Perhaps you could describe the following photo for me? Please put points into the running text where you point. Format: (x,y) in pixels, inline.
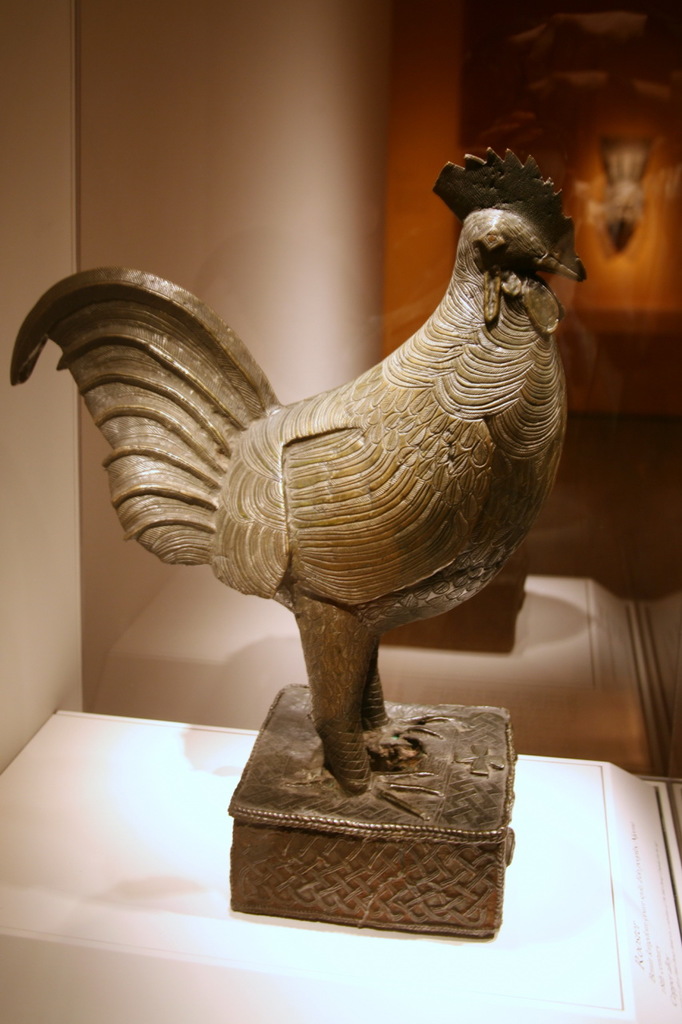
In this image I can see a sculpture (383,496) of a rooster (383,496) which is placed on a table (334,985). In the background (80,196) there is a wall (139,197). This is an inside view.
